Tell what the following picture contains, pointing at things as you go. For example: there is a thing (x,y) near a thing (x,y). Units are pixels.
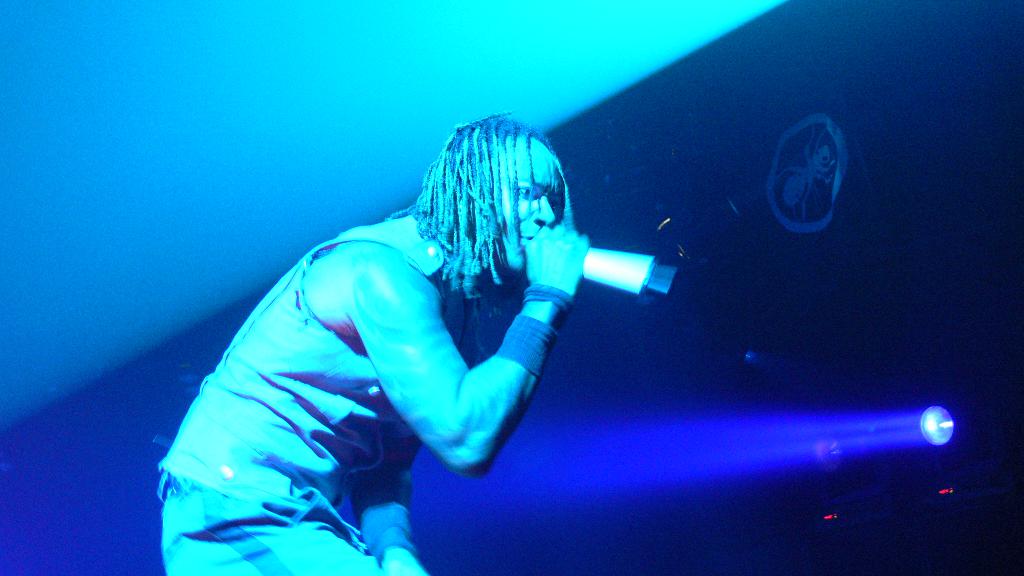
In this image in the front (362,402) there is a person (404,372) performing on the stage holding mic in his hand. On the right side (946,438) there are lights (929,439) and there is a symbol (813,177) which is visible.
